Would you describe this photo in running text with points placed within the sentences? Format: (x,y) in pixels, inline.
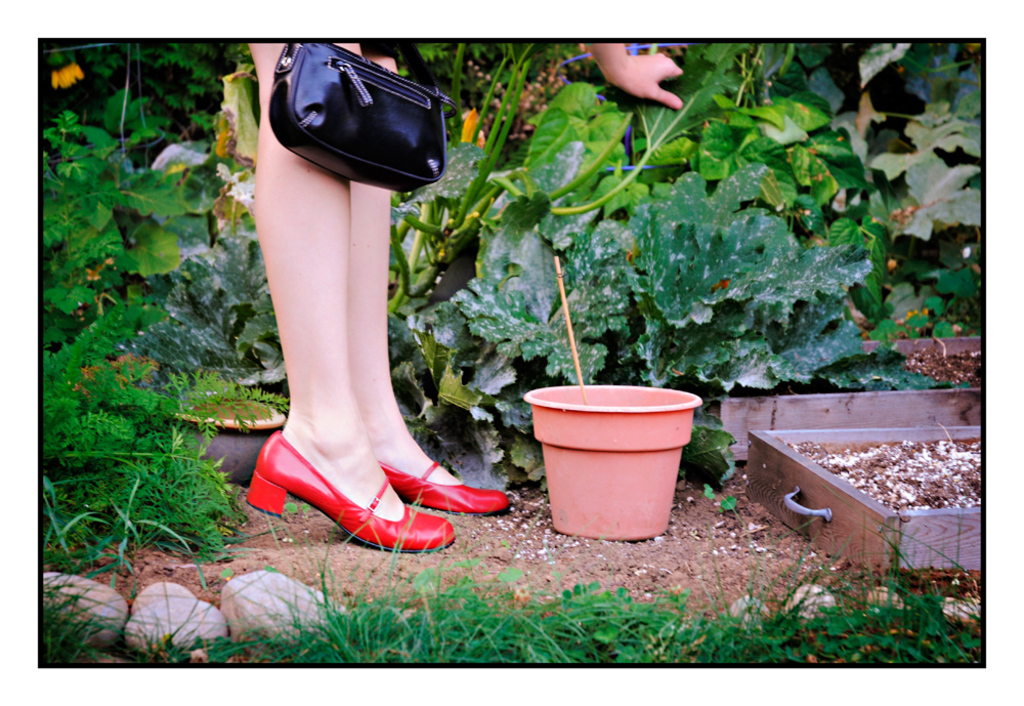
In the picture it seems to be a garden (732,450) there is a flower pot (584,406), two legs (323,370) of a woman (315,423) she is wearing red color shoes (438,501), there is a soil (724,585) under her feet (363,439) and beside the soil (762,568) there is a grass (449,656) and some stones (164,602), behind her there are few plants (187,259), beside the plants (845,361) there are two trays (868,437) filled with mud (915,501).
